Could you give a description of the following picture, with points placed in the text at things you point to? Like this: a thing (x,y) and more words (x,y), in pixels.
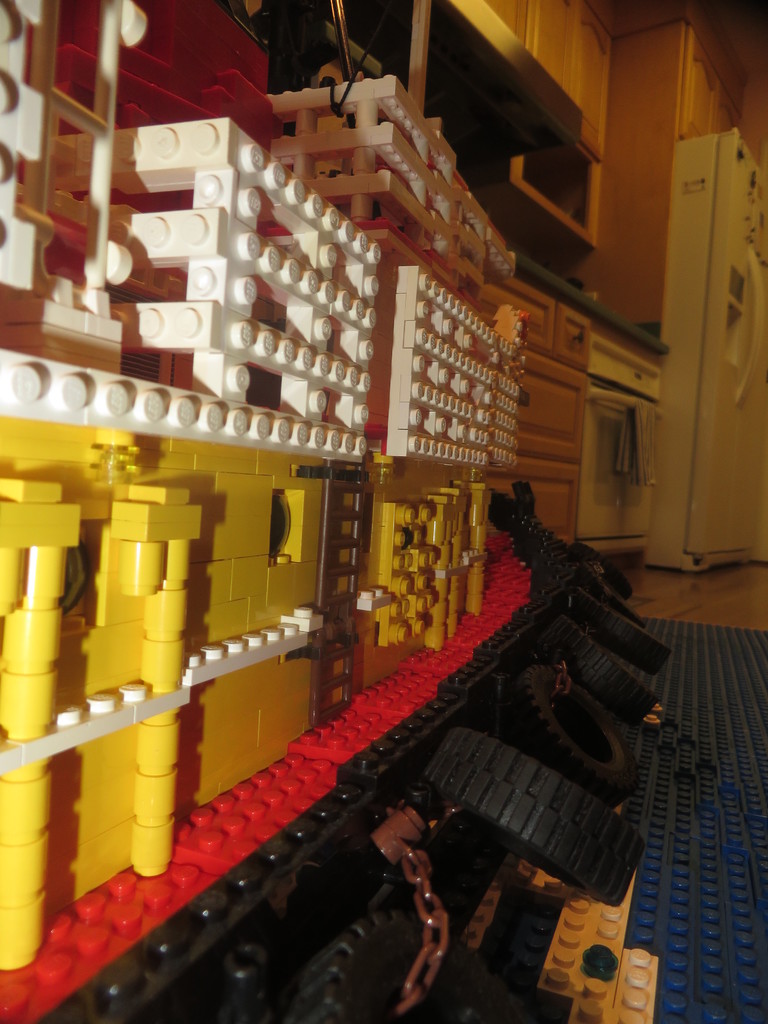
In this image I can see a structure (387,660) which is made of lego (281,513) which is cream, red, yellow, black and blue in color. In the background (721,515) I can see a refrigerator (742,428) which is white in color, few cabinets (589,73), few drawers (547,456), a oven (598,438) and the counter top (605,306) of the kitchen (599,317).
